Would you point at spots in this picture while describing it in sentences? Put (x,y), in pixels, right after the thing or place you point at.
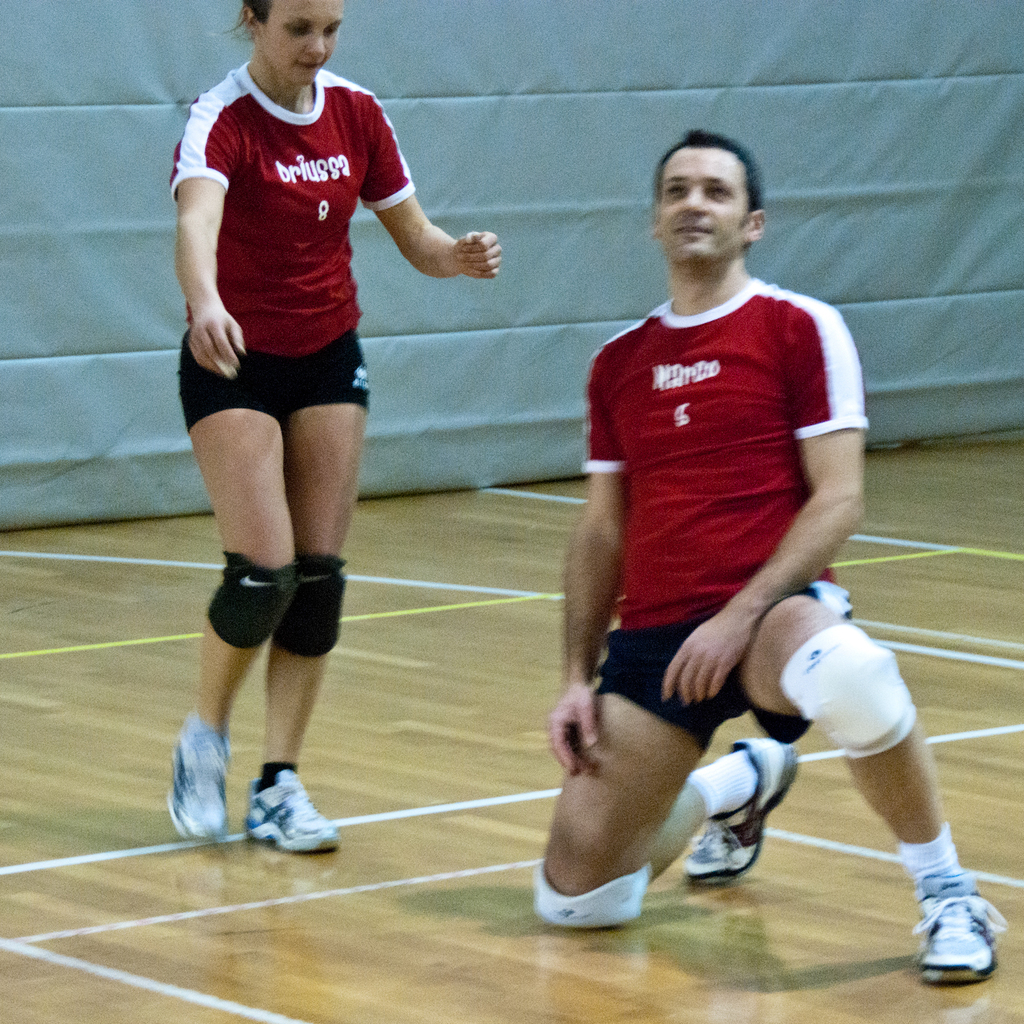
In this image we can see one woman (255,510) walking, one man (591,753) in a kneeling position on the floor (445,931) and there is one object (405,65) in the background (75,359) looks like a wall (638,107).
